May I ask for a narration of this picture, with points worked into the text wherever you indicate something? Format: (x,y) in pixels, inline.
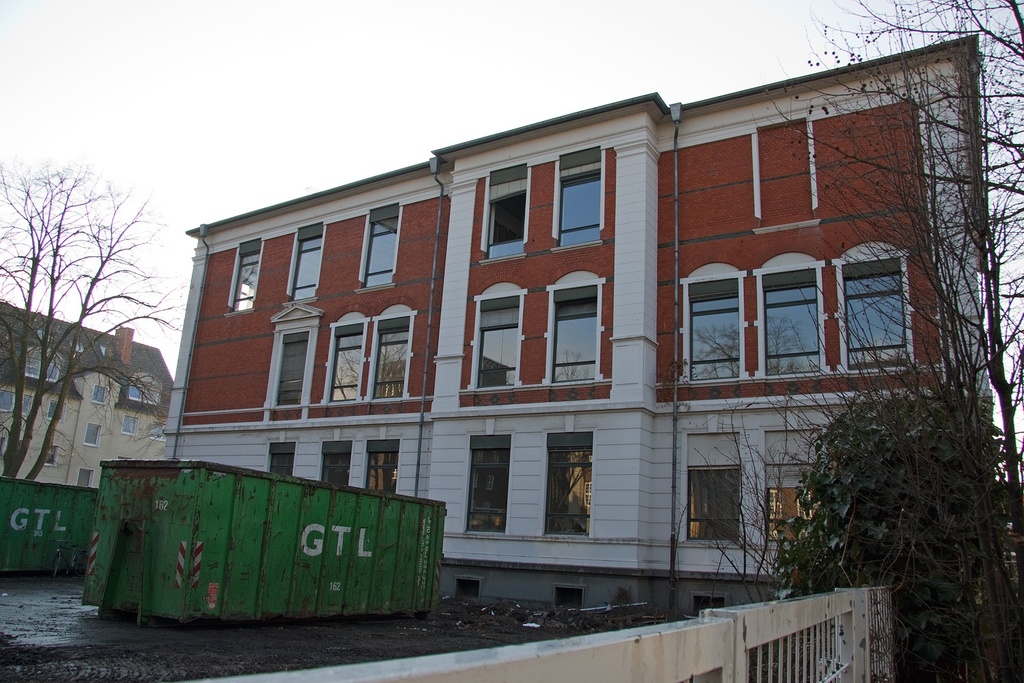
In this image I can see few buildings (488,317), windows (382,445), trees (996,361) and two green containers (144,512). The sky (319,134) is in white color.
